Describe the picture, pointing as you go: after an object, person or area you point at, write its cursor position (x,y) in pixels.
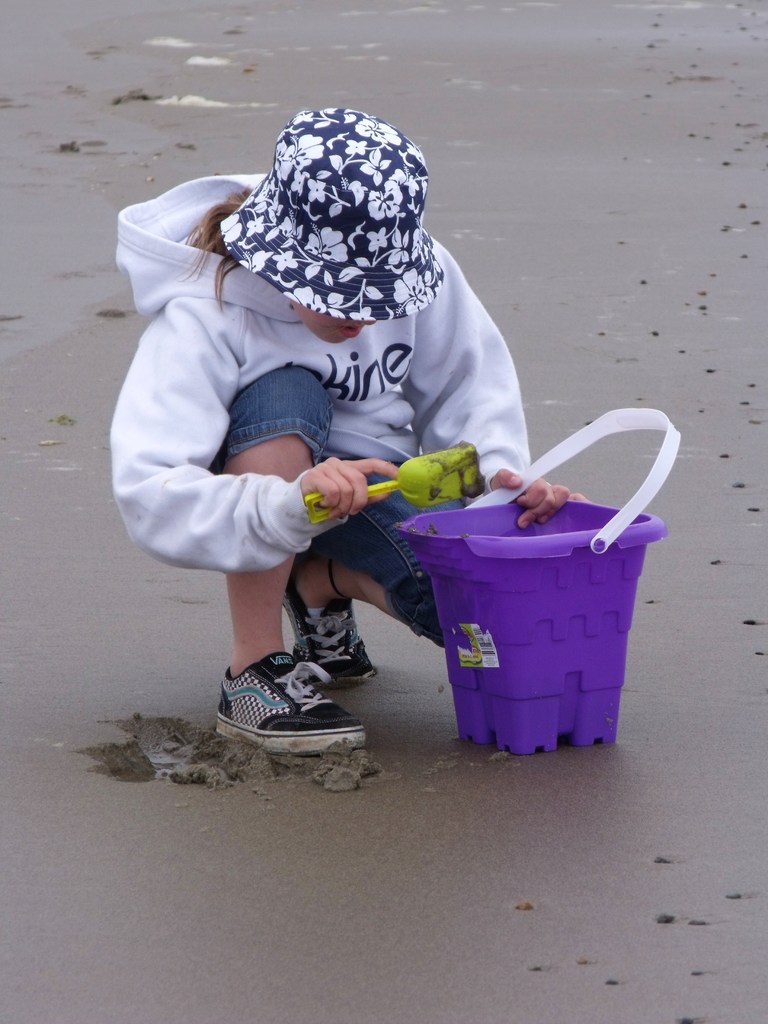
There is a girl (172,520) sitting like squat position and holding a bucket (481,499) and an object (423,489) and wore hat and we can see bucket (569,639) on the sand (619,833).
